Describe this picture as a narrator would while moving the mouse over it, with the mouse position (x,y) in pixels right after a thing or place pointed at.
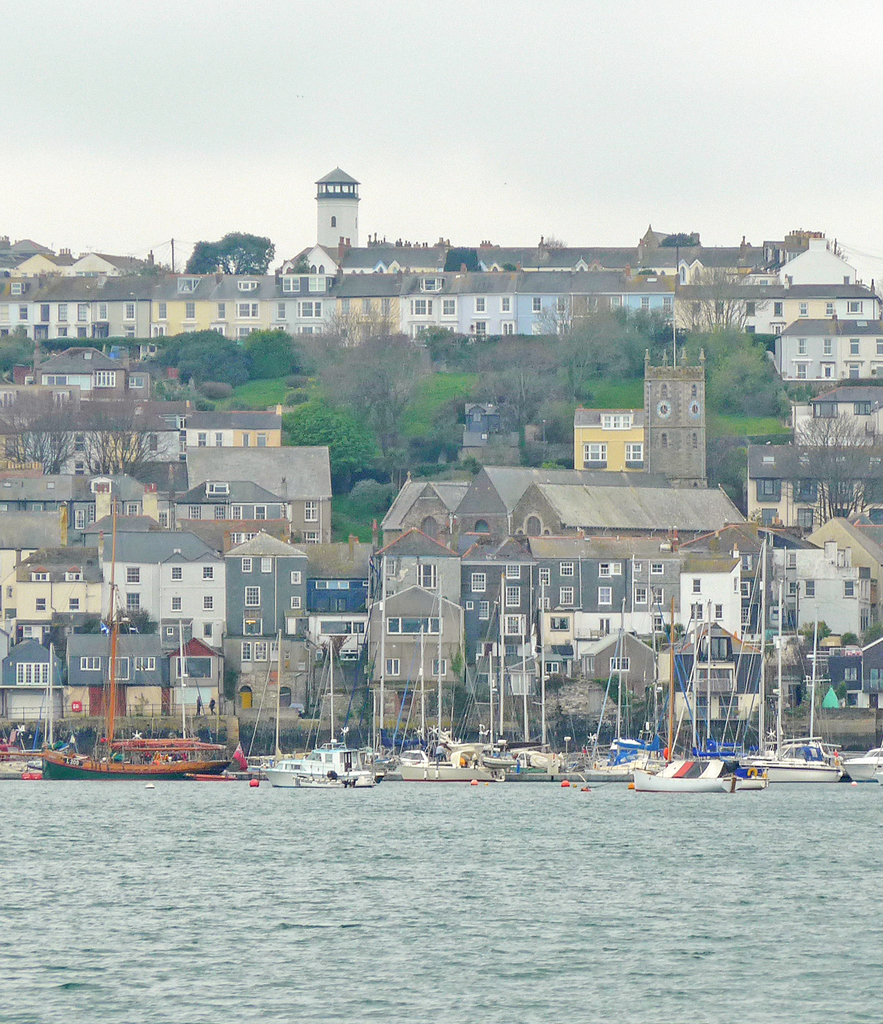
In this image I can see few boats (857,778) on the water (430,826). In the background (682,673) I can see few buildings (663,591), trees (482,343) in green color and the sky (508,93) is in white color.
